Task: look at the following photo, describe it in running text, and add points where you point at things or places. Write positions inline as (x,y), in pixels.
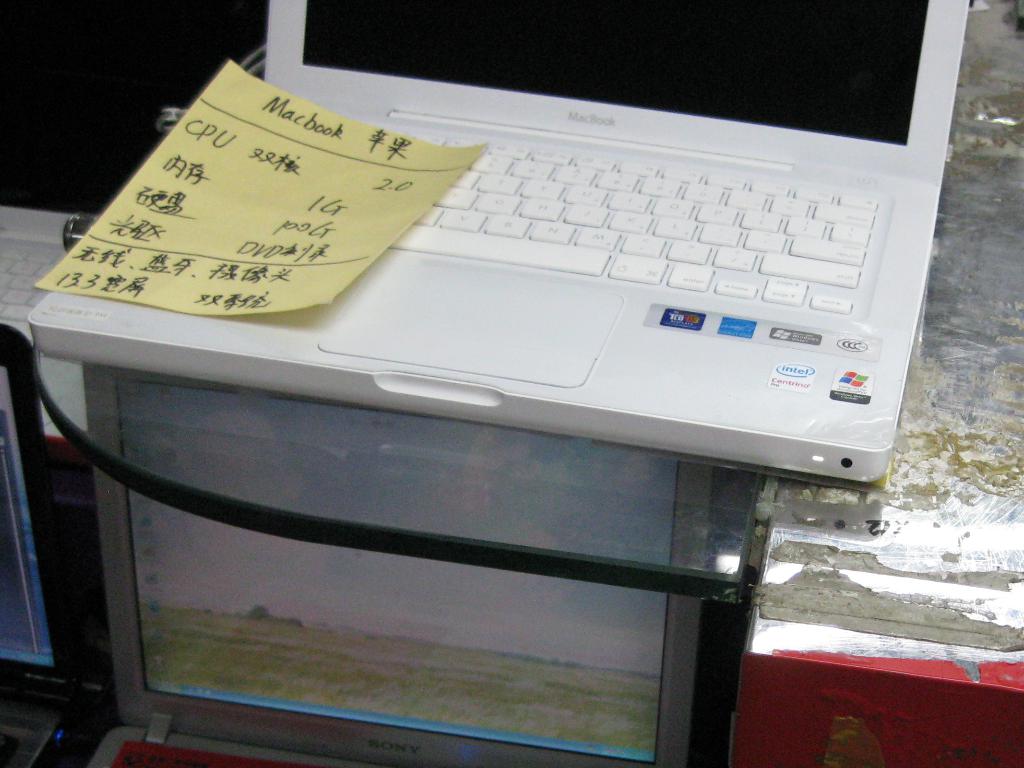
In this picture we can see a few laptops (328,436). We can see some text (151,235) on a yellow paper (194,275). This yellow paper (203,129) is on a white laptop (422,228). There is an object (849,602) visible on the right side (768,699).
